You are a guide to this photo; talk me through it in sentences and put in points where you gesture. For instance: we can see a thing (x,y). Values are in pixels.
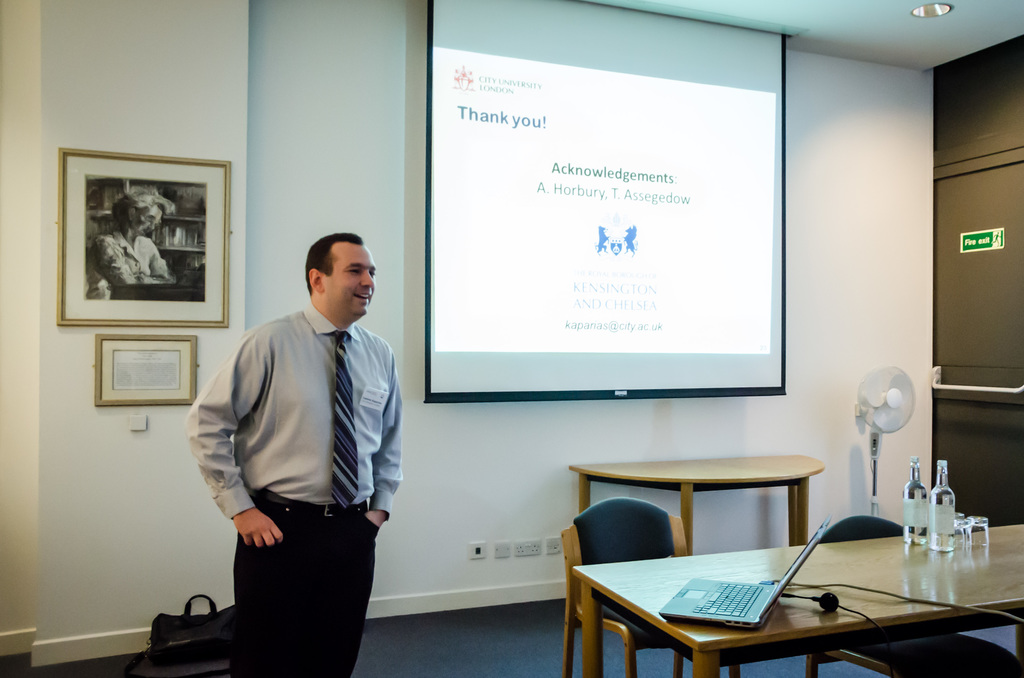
In the image we can see there is a man (324,355) who is standing and on table (761,564) we can see there is a laptop (744,588) and water bottles (934,546) and at the back (636,278) there is a projector screen (610,287).
